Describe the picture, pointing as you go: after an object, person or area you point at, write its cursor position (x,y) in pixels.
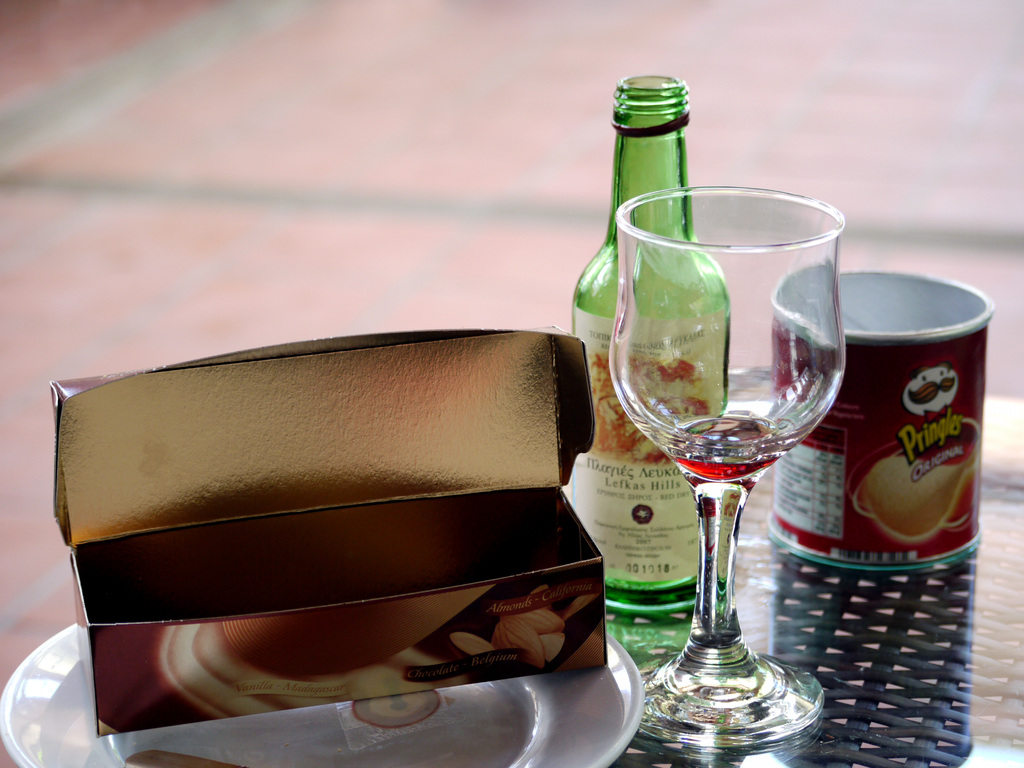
Image contains a box (304,514) on a plate (31,736). At right side (779,289) there is a glass (769,297) behind there is a cup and bottle (648,78) which is green colour.
